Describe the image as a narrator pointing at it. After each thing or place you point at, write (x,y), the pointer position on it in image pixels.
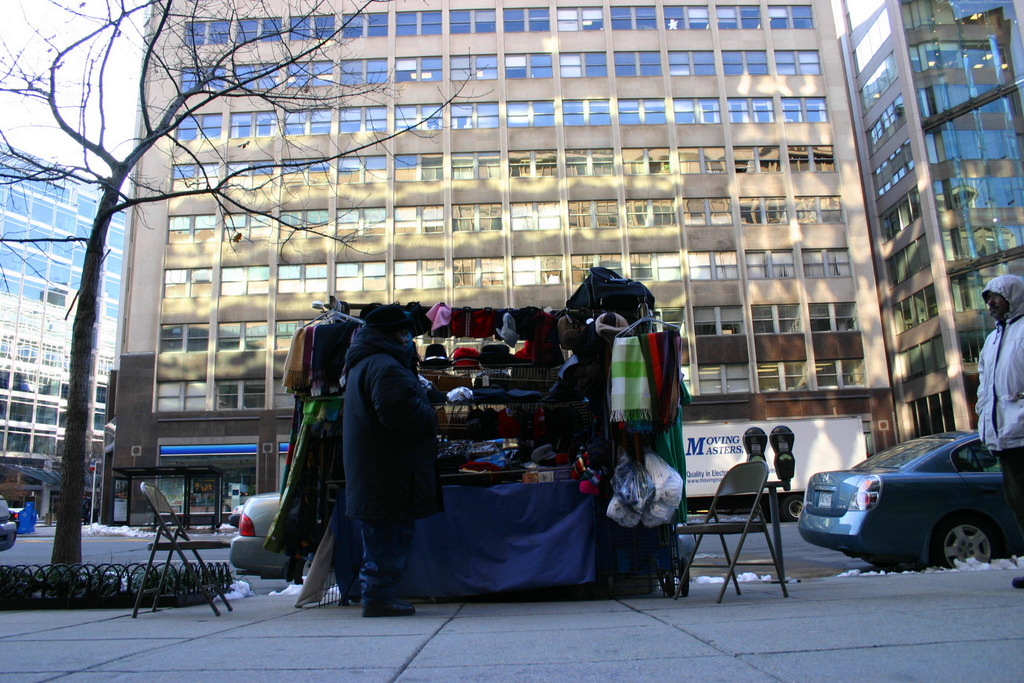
In this picture we can see vehicles (946,481) on the road (12,557), buildings (155,315) with windows (713,277), chairs (188,573) and two people (368,523) standing on a platform (259,610), caps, tree (87,301) and in the background (117,143) we can see the sky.
